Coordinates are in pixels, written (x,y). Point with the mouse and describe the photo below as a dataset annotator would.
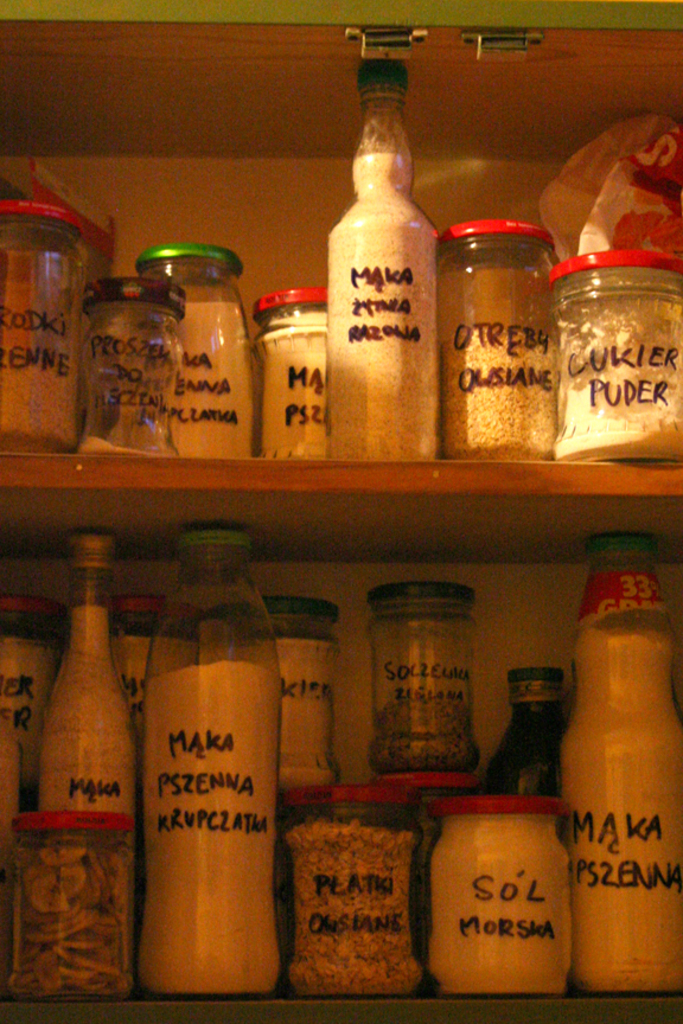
This picture is mainly highlighted with jar (531,841) and bottle containers (437,399) and we can see different types of spices (365,413) in it and they are in a rack (569,486).
